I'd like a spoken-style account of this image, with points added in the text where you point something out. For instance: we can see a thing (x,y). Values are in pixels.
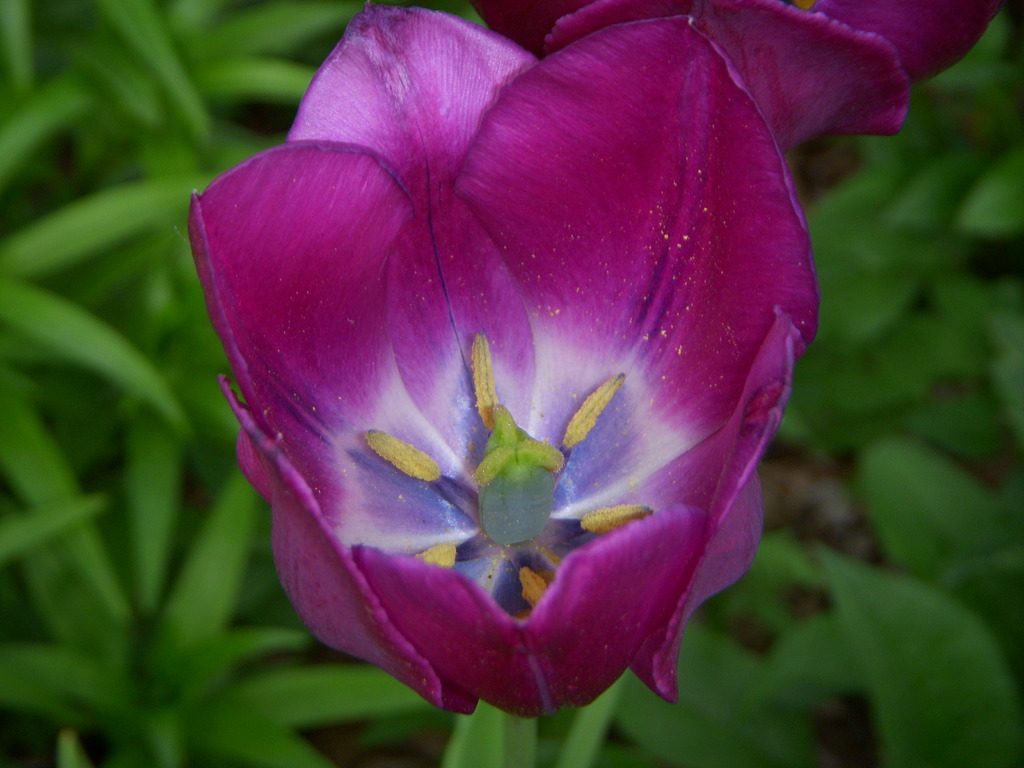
In the picture I can see flower (353,484) to the plant (697,512), behind we can see so many leaves (814,364).
